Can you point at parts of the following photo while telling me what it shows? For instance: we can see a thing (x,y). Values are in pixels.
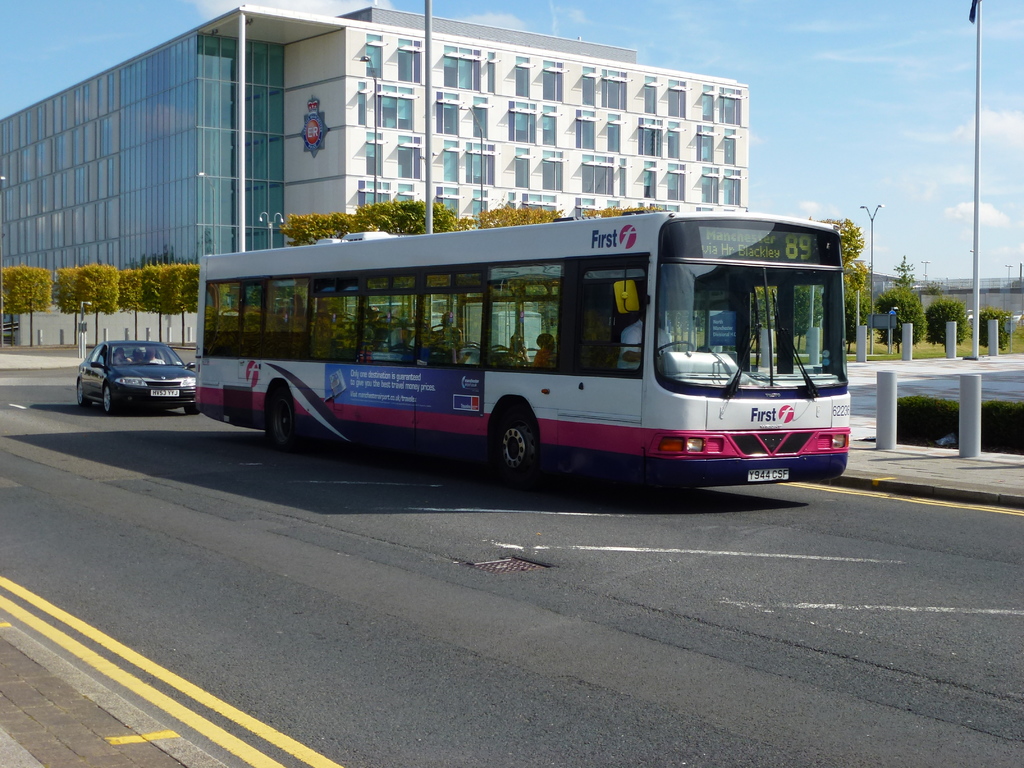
In the picture we can see bus (505,419) and car (97,390) which are moving on road (95,570) and in the background of the picture (32,172) there are some trees (76,303) and there is a building (441,177) and top of the picture (804,90) there is clear sky (827,142).
